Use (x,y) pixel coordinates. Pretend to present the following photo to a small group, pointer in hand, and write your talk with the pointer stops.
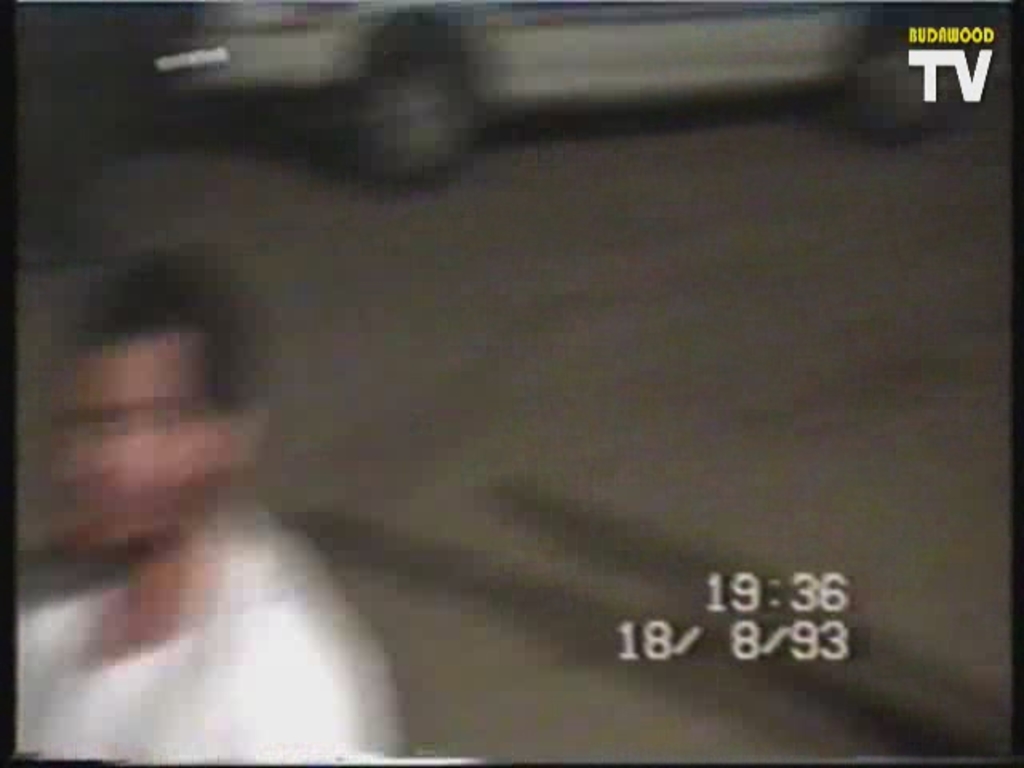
In this picture there is a man (212,656) who is wearing white shirt (205,645). At the top (438,115) there is a car (506,57) on the road (392,268). In the bottom right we can see the date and time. In the top right corner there is a watermark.
